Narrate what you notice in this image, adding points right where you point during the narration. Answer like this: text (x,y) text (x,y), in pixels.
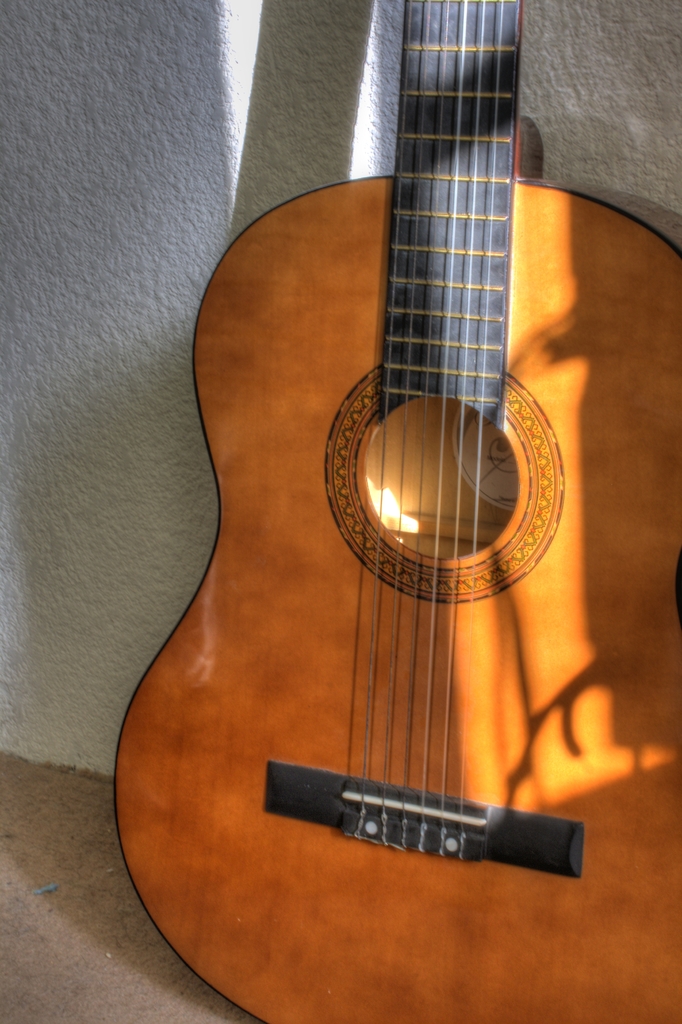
In this picture we can see a guitar (406,579) with strings (385,737). On the background (160,199) we can see a wall (129,206) in white colour.
